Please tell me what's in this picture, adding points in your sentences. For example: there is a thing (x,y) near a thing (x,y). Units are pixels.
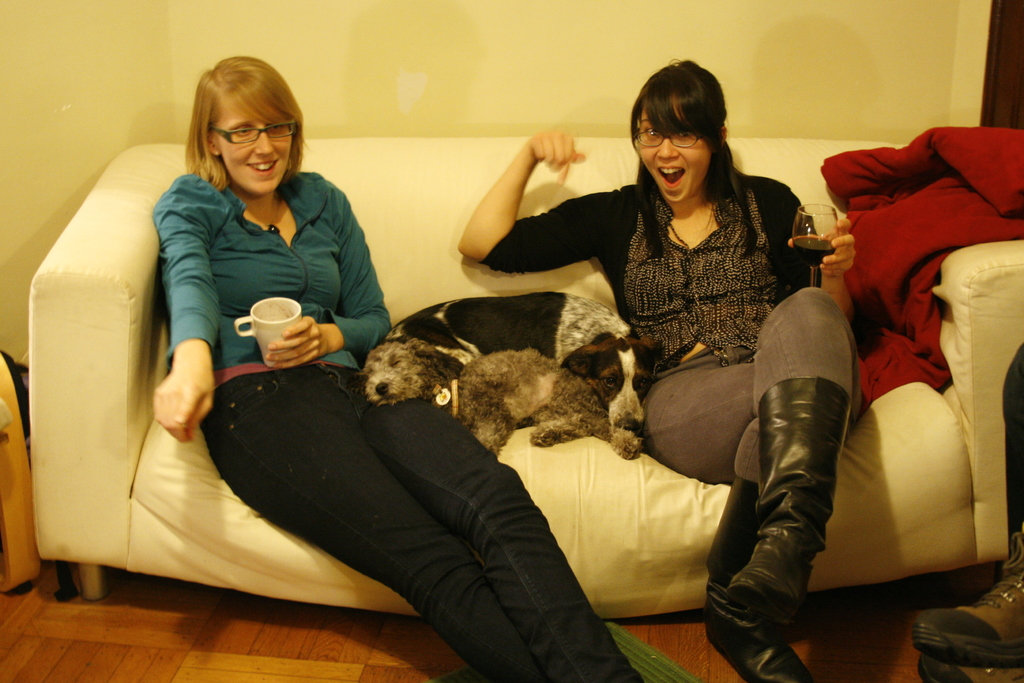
In this picture we can see two women (727,253) wore spectacles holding cup (261,310) and glass (807,253) in their hands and in between them we can see dog (538,349) they are on sofa (400,183) and in background (455,38) we can see wall (766,70).
